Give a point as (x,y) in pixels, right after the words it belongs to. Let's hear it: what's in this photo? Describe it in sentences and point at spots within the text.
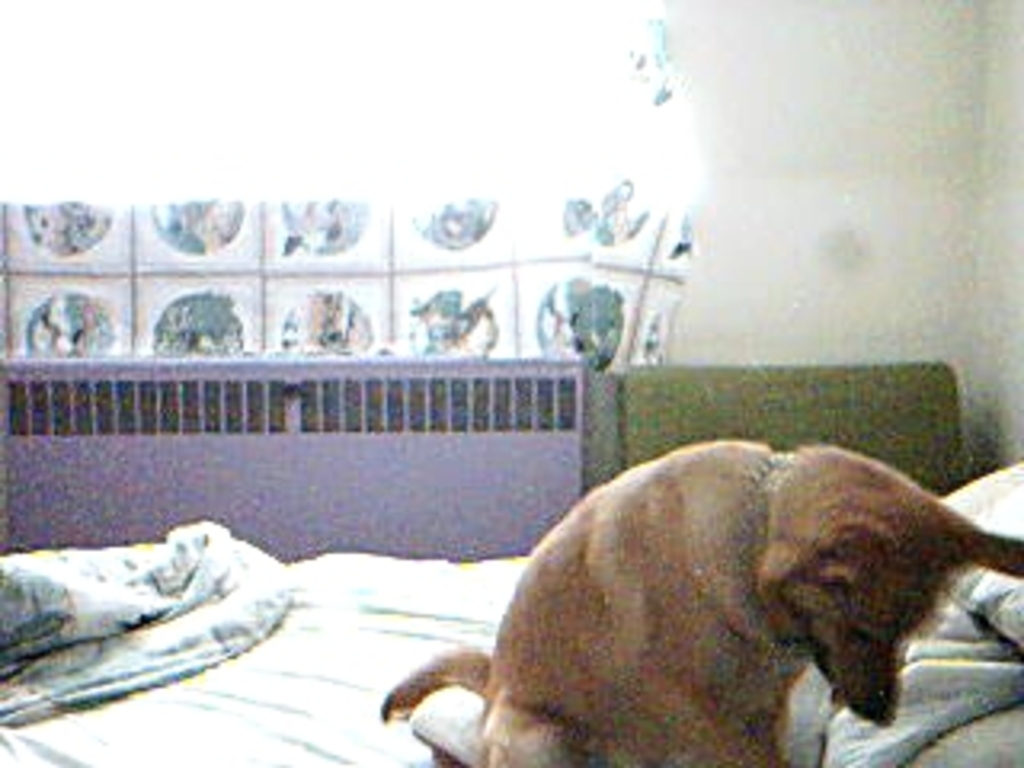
In this picture we can find a dog (541,627) sitting on the bed (355,726), we can find a blanket (95,602) here. There is also a curtain (533,217) and a wall (790,157). There are some pillows (1023,500) on the bed (943,488).
